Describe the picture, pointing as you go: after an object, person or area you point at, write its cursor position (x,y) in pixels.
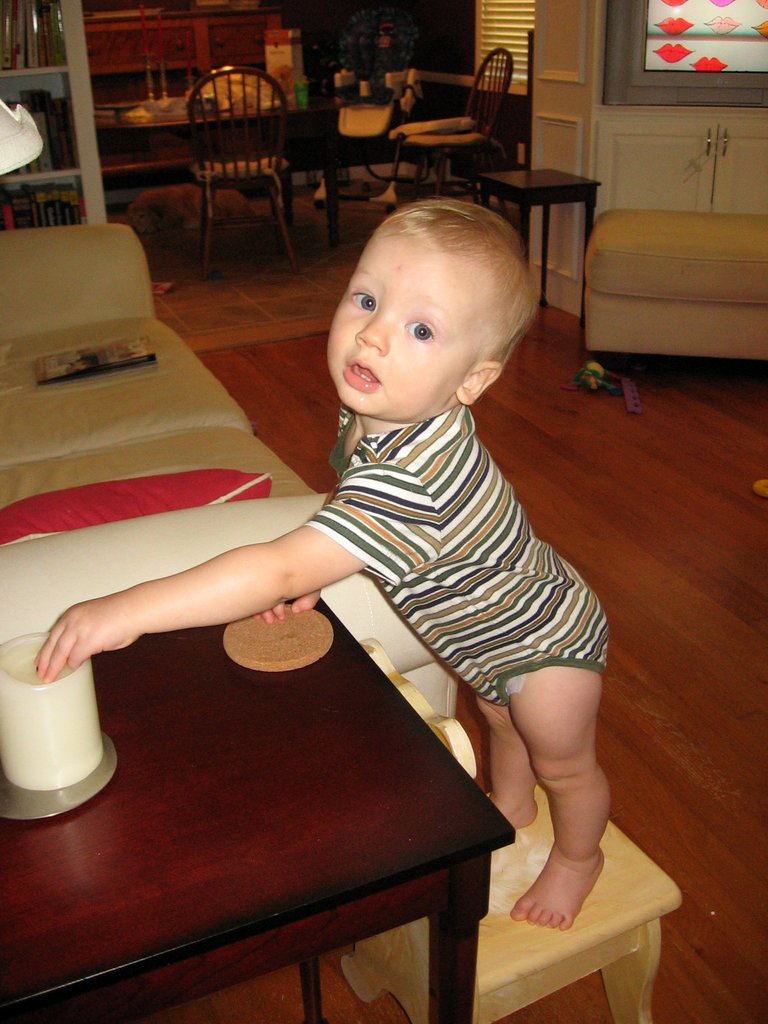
It is a house (532,451) there is a sofa (190,406) beside that there is a table (384,884) and a candle (83,737) beside the table (420,766) there is a baby (577,808) standing with the support of the table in the background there is a dining table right side to it there is another table (547,205) and cupboards (650,171).
